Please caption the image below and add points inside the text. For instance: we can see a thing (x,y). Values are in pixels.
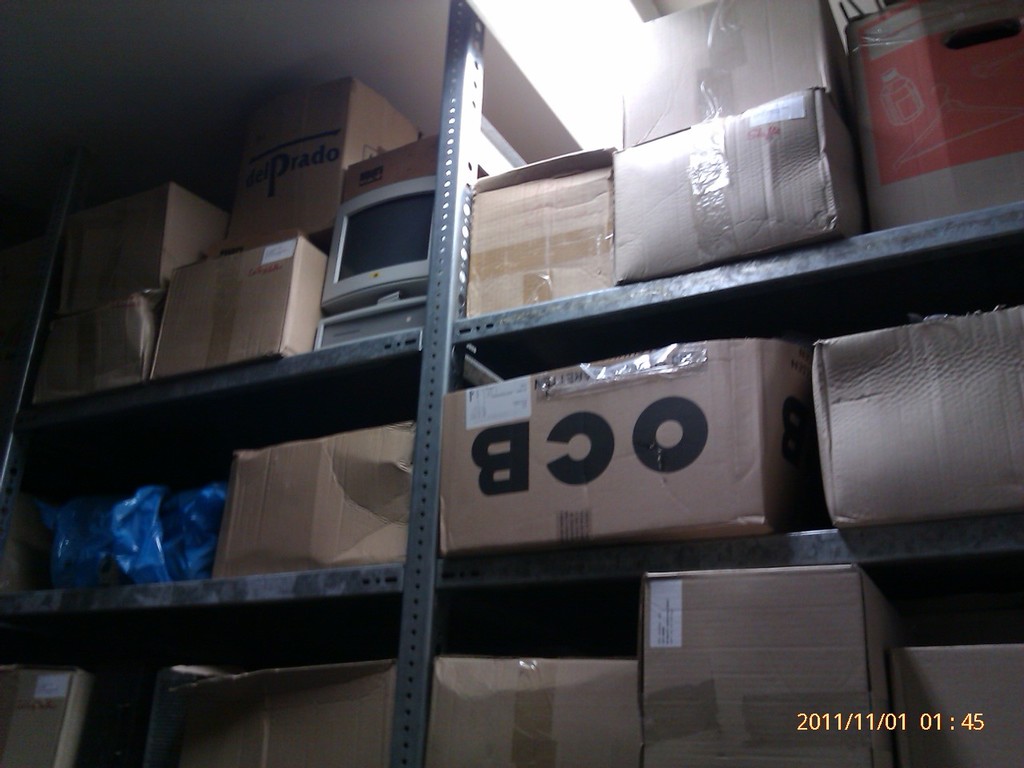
In the image there are storage racks (351,581) and in each rack (208,389) there are some boxes (247,752).
